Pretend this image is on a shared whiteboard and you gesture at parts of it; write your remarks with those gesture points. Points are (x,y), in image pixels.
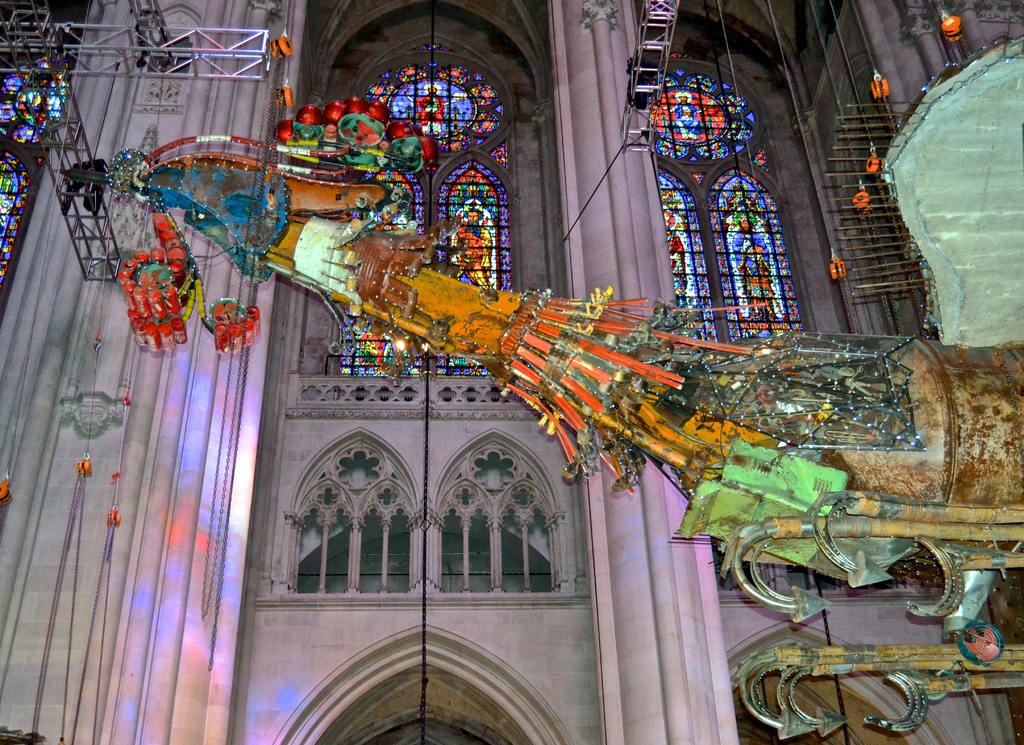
In this image in the center (404,332) there is a colourful object (505,340). In the background (776,263) there is stained glass (732,263) and there is a wall (258,543) and in the center (486,491) there are stands (659,49) and on the right side (889,146) there are objects (880,170) which are visible.
